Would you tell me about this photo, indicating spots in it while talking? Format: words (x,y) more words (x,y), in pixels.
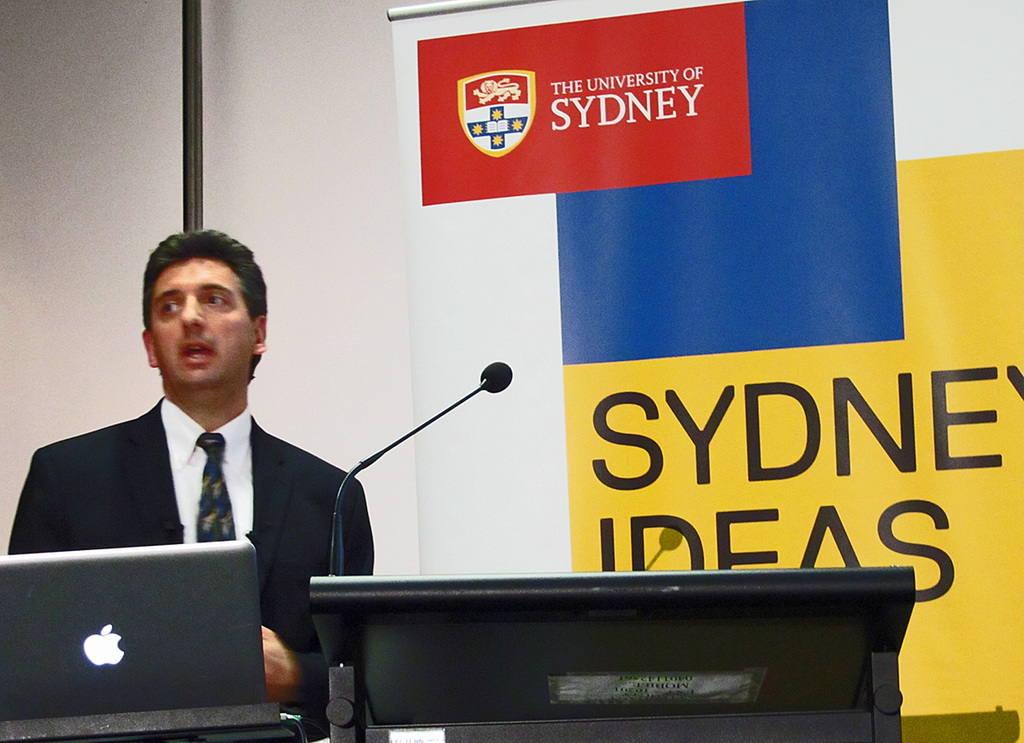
In this image we can see a man (189,480). In front of him there is a laptop (121,586). Also there is a mic (396,447) on a stand (546,715). In the back (635,403) there is a banner (565,302) with emblem (483,145) and text (759,470).
